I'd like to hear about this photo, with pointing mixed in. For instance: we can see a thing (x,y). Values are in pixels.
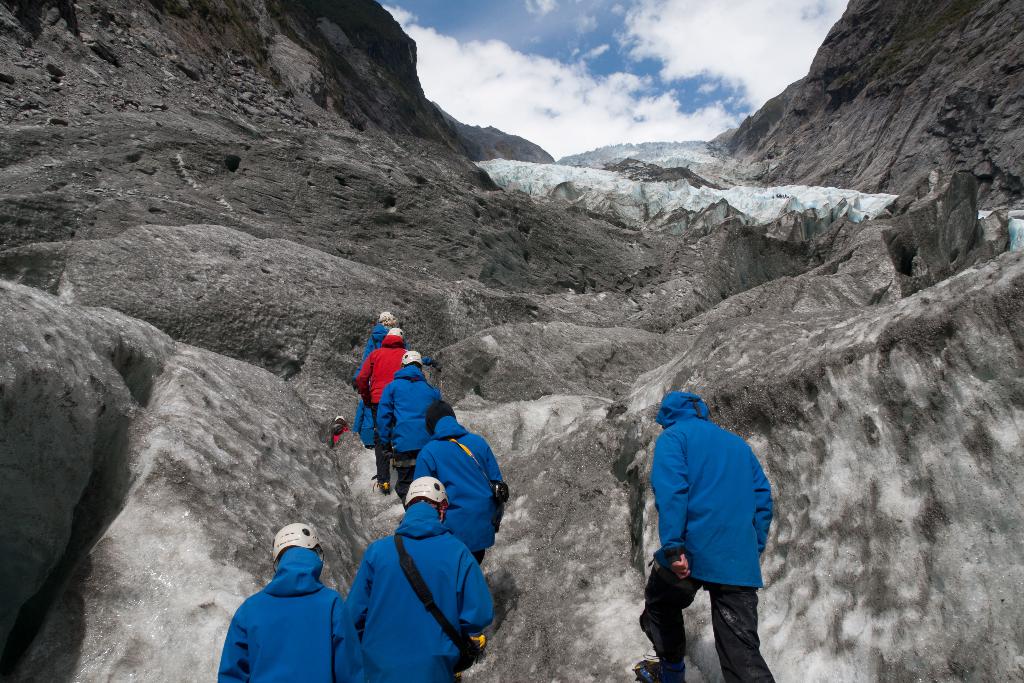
In this image we can see many people (383,450). Some are wearing helmets (313,542). Also there are rocks (722,322). In the background (626,95) there is sky (593,73) with clouds (664,95).
